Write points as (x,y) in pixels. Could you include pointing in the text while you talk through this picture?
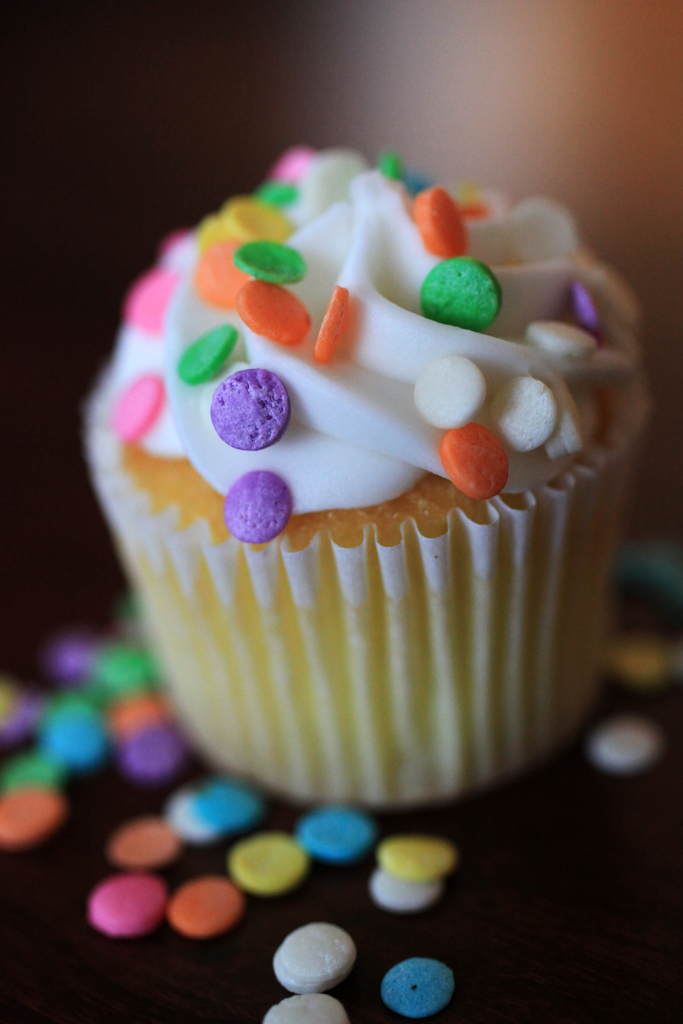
In this picture I can see a cupcake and sprinkles (105,645) on an object (12,660), and there is blur background (62,200).
